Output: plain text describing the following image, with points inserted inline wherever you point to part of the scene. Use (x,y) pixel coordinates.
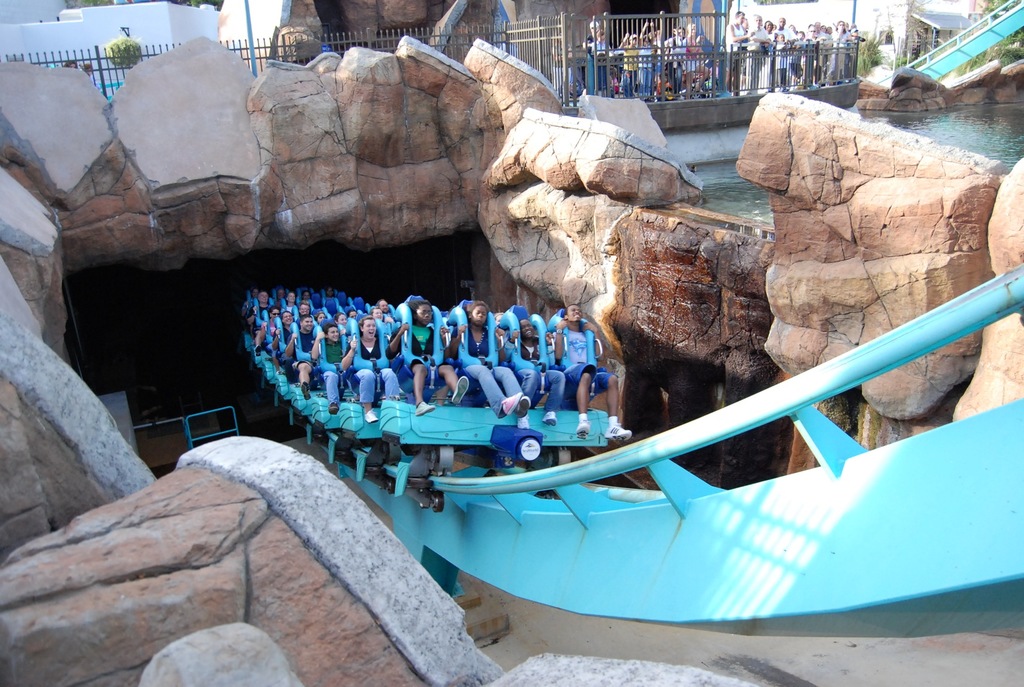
In the picture, we see people (613,387) are playing roller coaster (472,421) game. Beside them, there are rocks (608,257) and beside that, we see water (961,126). There are people (649,25) standing beside the iron railing (574,71). There are buildings (798,20) in the background (806,3). This picture might be clicked in the park (514,158).
